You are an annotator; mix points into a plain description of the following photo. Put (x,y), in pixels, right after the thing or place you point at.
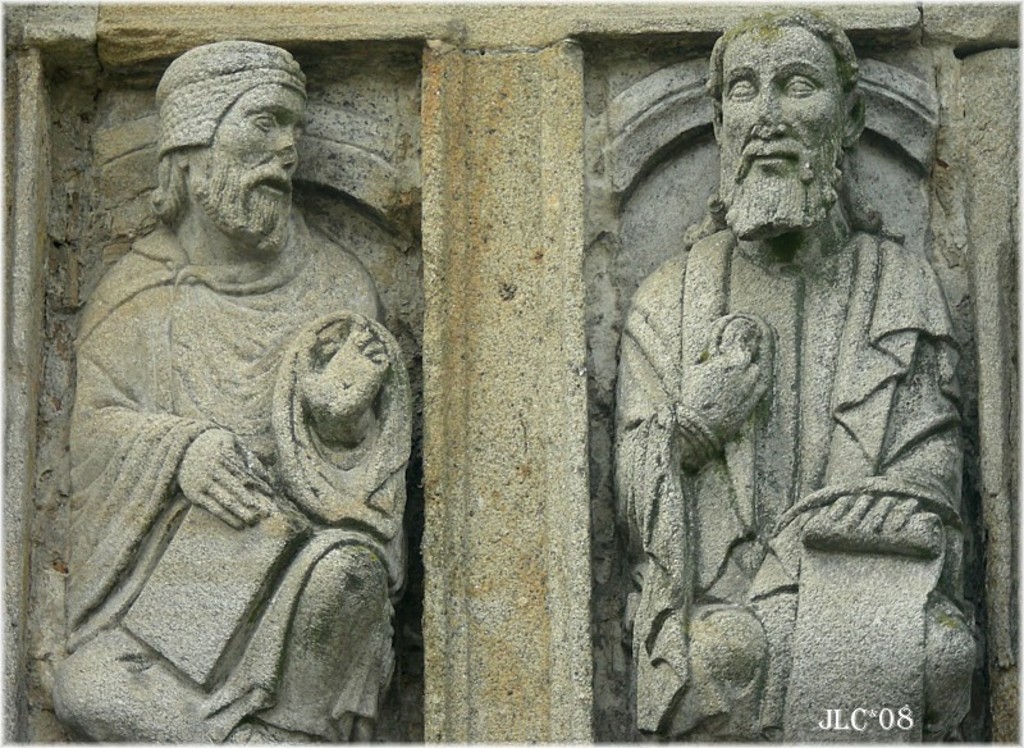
In this image I can see there are two statues (646,420) of a man (686,450), in the right hand side (866,723) bottom there is the water mark (891,727).
